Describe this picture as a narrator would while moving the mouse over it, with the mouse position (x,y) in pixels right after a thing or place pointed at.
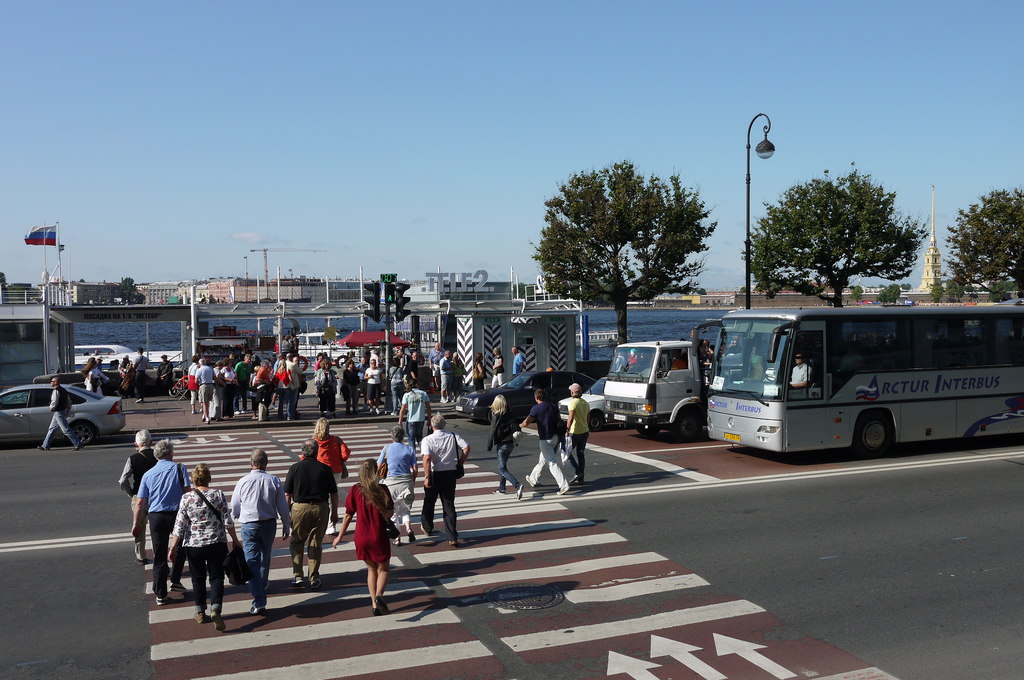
In this picture I can see there are few people (296,534) crossing the road (473,474) and there are vehicles (809,429) on to right side (1006,395) and there are trees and ocean (217,321) in the backdrop (93,328).
